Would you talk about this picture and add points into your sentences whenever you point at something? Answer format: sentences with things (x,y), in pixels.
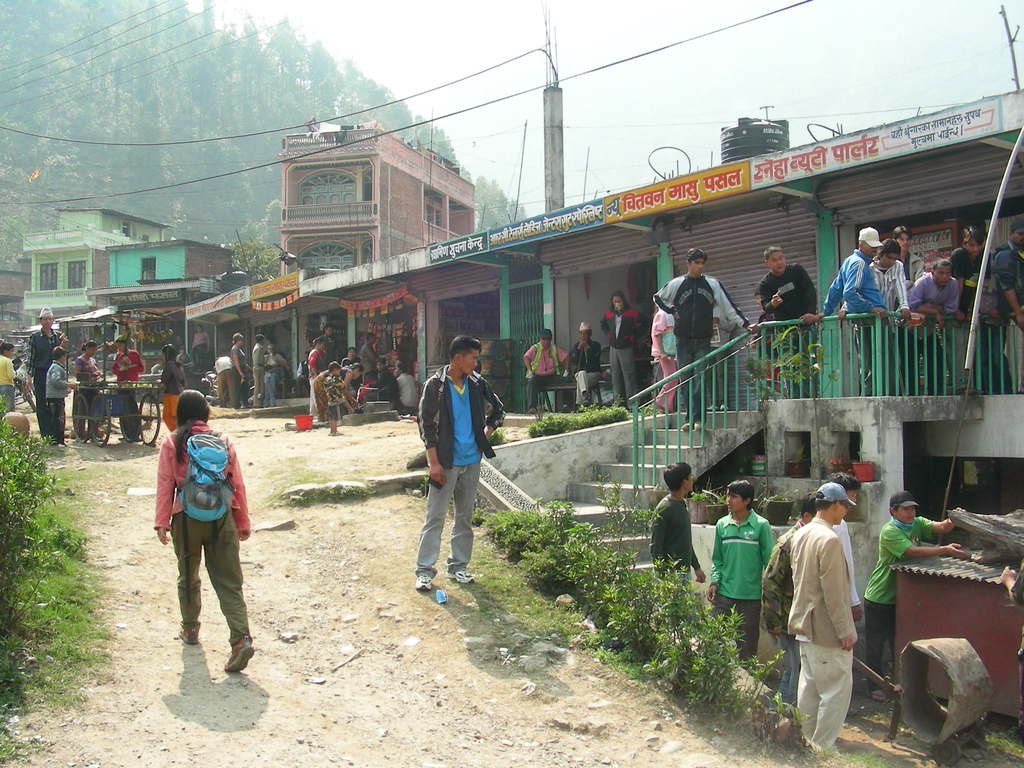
In this image, we can see buildings (476,272), trees (123,188), poles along with wires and we can see sheds (600,313), people (530,382), plants (70,533) and there are people (164,375) selling fruits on the bicycle (109,420) and we can see a bucket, banners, boards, stairs (623,461), flower pots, logs (975,545) and we can see a box (940,610) which is in maroon color. At the bottom (296,653), there is ground (302,646) and at the top (559,24), there is sky (582,24).
